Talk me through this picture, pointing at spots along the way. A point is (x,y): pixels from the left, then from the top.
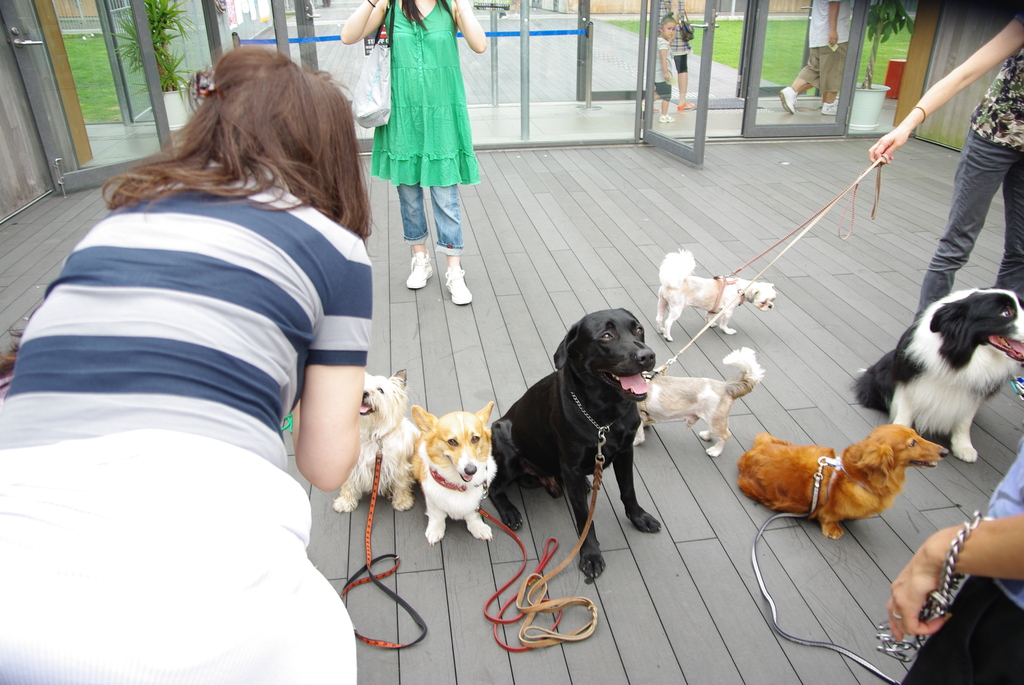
In this picture we can see people (53,575), dogs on the ground (77,193) and in the background (92,95) we can see plants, grass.
